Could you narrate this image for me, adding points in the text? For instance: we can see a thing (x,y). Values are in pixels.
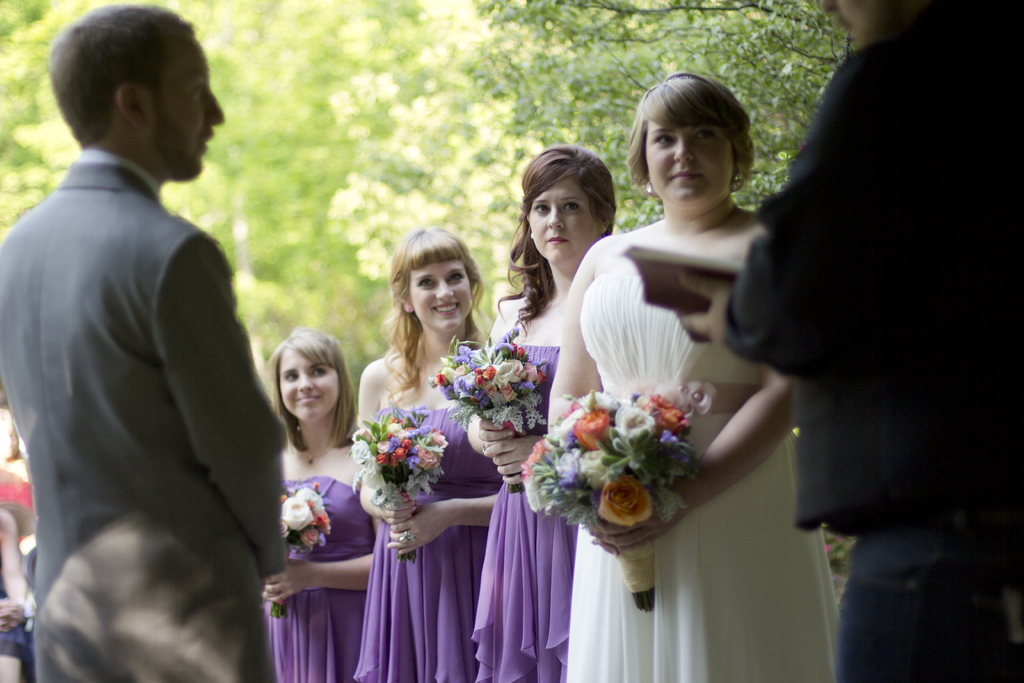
In this image we can see two men (833,460), and one holding a book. And we can see flower bouquets (600,497) in the women's hands (405,507). In the background (344,91), we can see the trees (466,99).
